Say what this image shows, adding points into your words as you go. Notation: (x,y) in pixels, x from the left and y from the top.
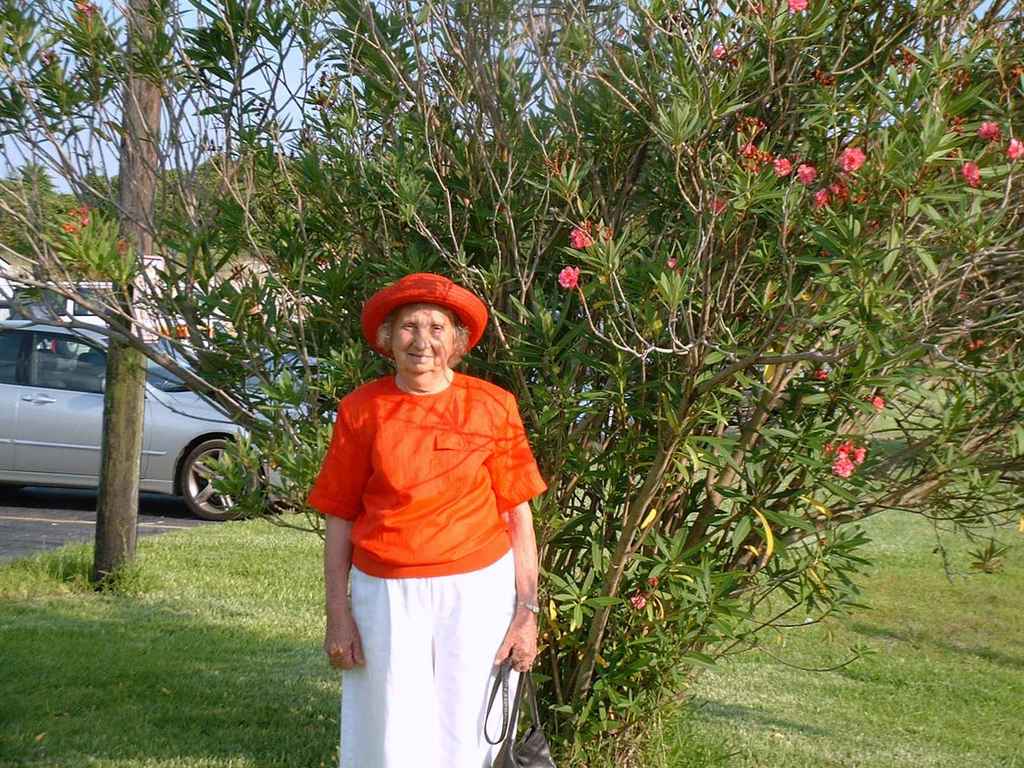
In this image, we can see an old lady (396,599) is holding a bag (497,678) and wearing a hat (432,298). She is smiling and seeing. Background (978,289) we can see trees (619,219), flowers (90,207), grass (939,697), vehicles (225,498) and sky (271,81).
